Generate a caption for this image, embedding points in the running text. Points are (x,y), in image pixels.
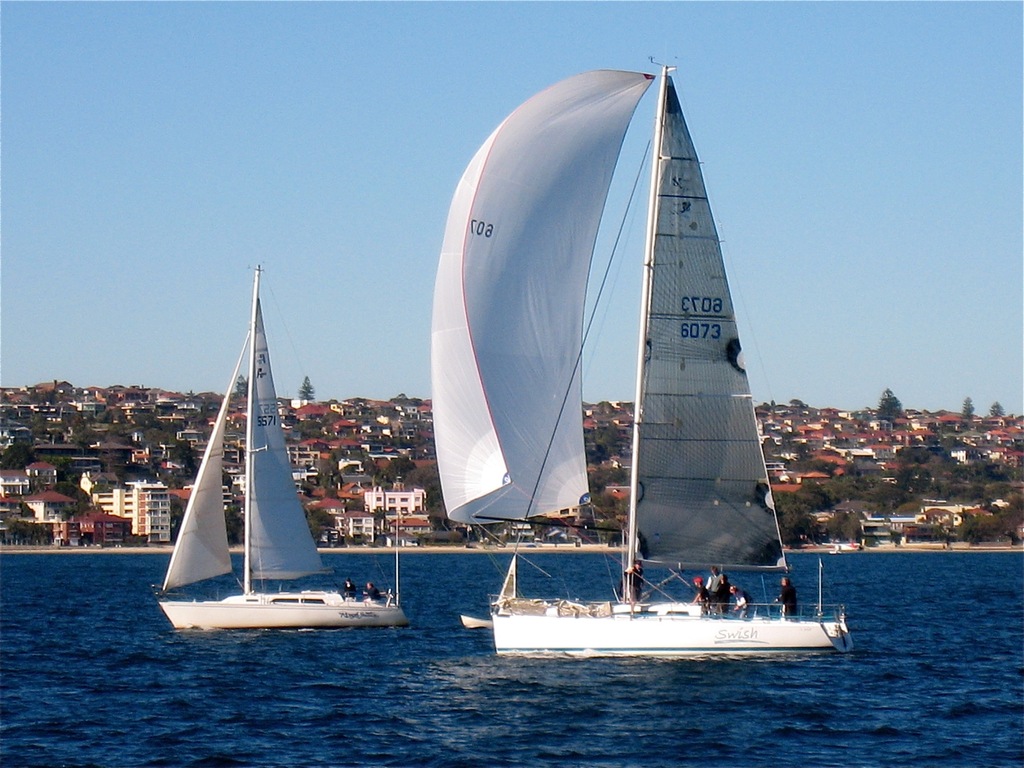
In this image, we can see people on the boats (396,532). In the background (396,459), there are buildings (810,427) and trees (788,464). At the top (145,151), there is sky (142,183) and at the bottom (250,703), there is water (207,732).
